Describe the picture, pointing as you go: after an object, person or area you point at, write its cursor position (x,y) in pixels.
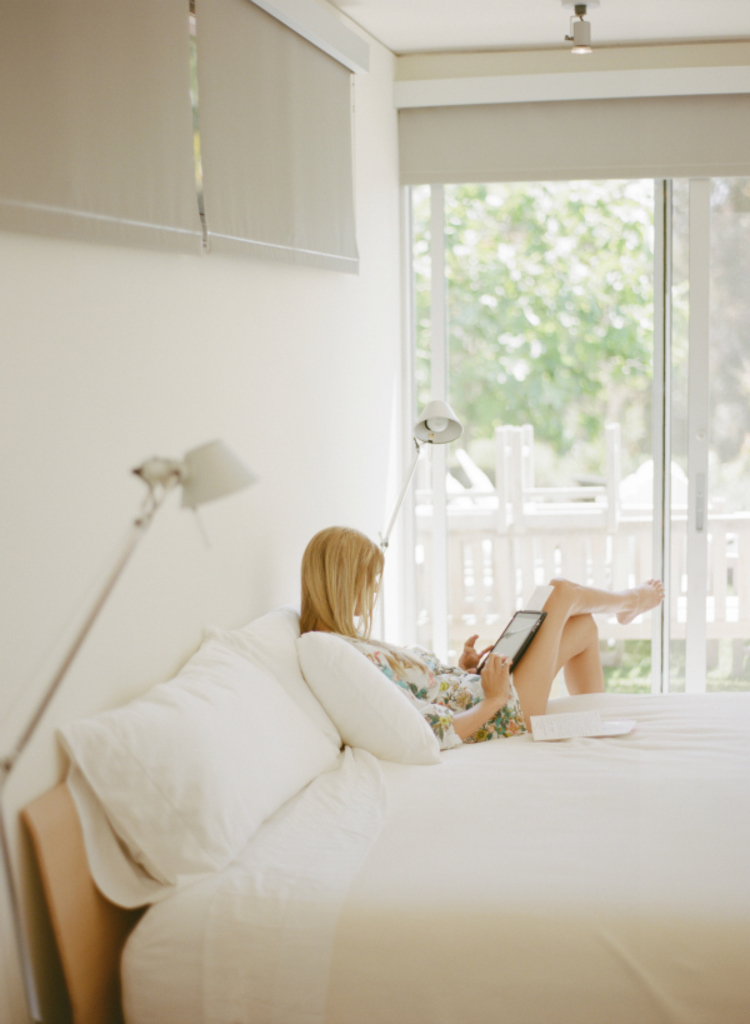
In this image I can see a person (478,701) lying on the bed (458,827). To the left of her there is a window (504,336).
